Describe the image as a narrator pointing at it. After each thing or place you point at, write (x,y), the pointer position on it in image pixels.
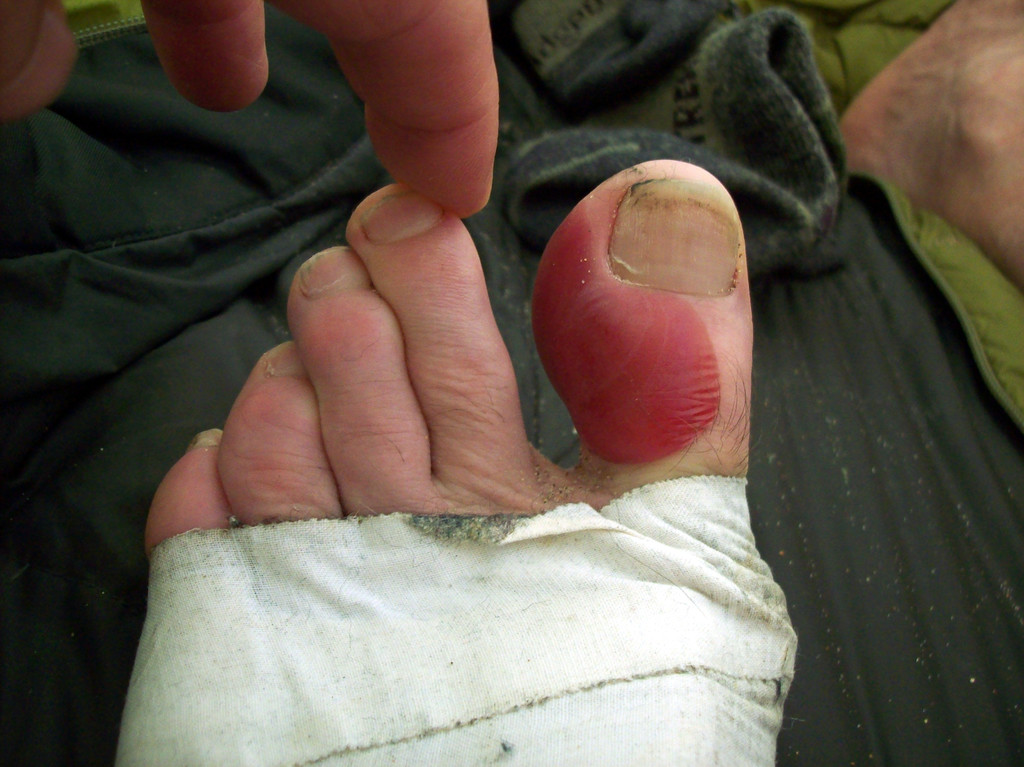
In this image there is a bandage (136,722) on the leg (646,295) of a person (419,421) in the foreground (581,607). And there is a cloth (914,514) at the bottom (914,514).
